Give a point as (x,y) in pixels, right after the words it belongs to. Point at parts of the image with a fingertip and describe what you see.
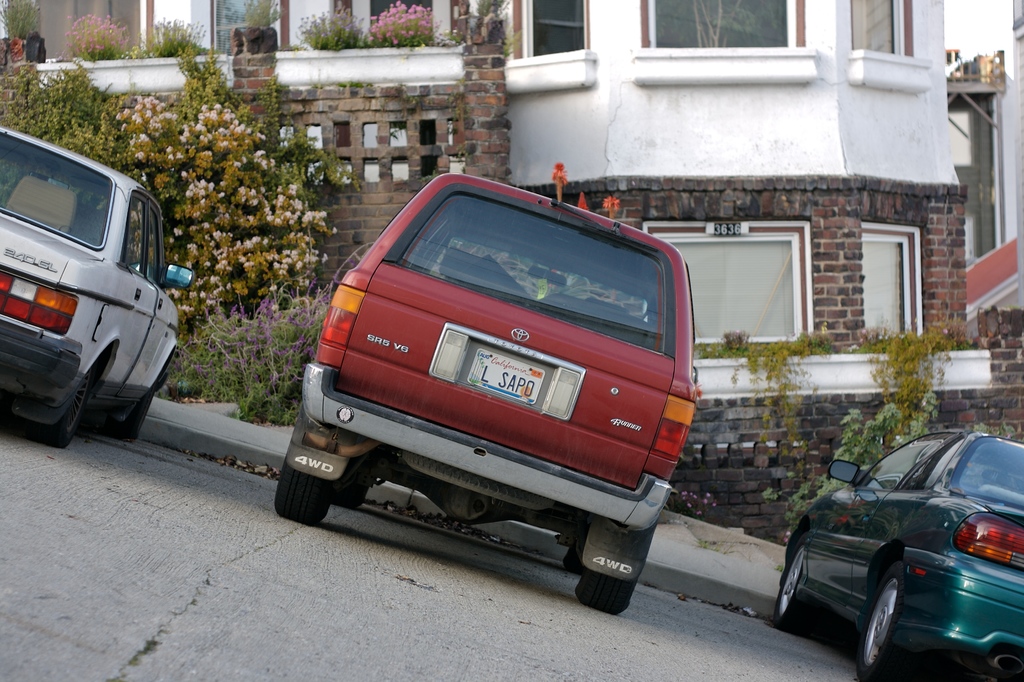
In this image there are cars (978,624) on a road (540,588), in the background (229,228) there are plants (877,352) and a building (713,45).
